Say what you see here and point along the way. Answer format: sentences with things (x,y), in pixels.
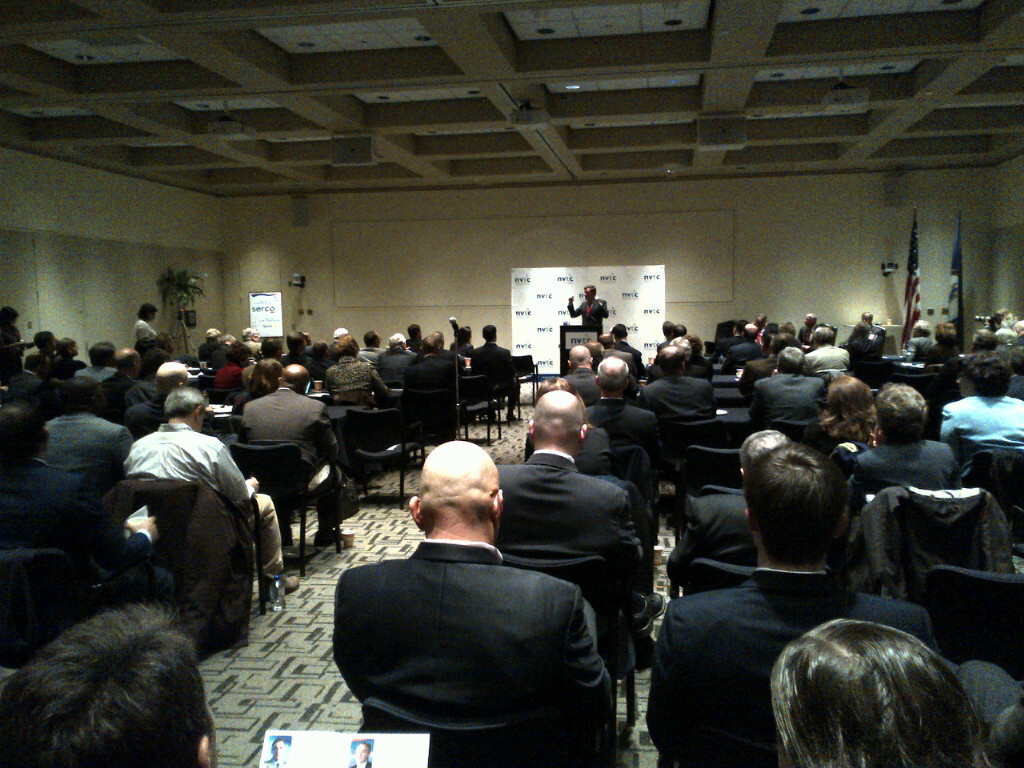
In this image there are people (468,524) sitting on chairs (686,455), in the background (362,299) there is a man (599,320) standing in front of a podium (577,335) and there is a wall (855,252), near the wall (933,285) there are flags (916,265), at the top (575,134) there is a ceiling (654,80).
